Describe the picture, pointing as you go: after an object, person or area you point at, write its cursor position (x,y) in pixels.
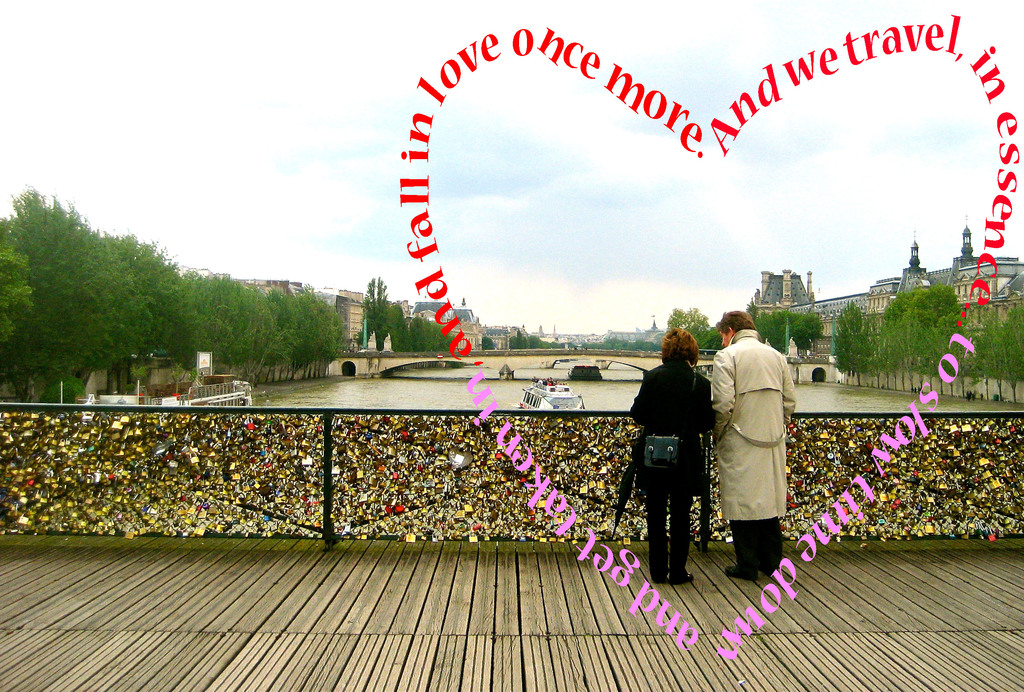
In the foreground of this image (522,578), on the bridge (632,600), there are two persons (722,441) standing near railing (406,424) to which there are many locks (403,481). In the background (387,401), there is another bridge (455,360), boats (224,383) on the water (378,395), trees (391,326), buildings (998,287), sky (432,156) and the cloud (274,67) and also we can see a text (952,38) in heart shape (439,95) on the right (932,42).
